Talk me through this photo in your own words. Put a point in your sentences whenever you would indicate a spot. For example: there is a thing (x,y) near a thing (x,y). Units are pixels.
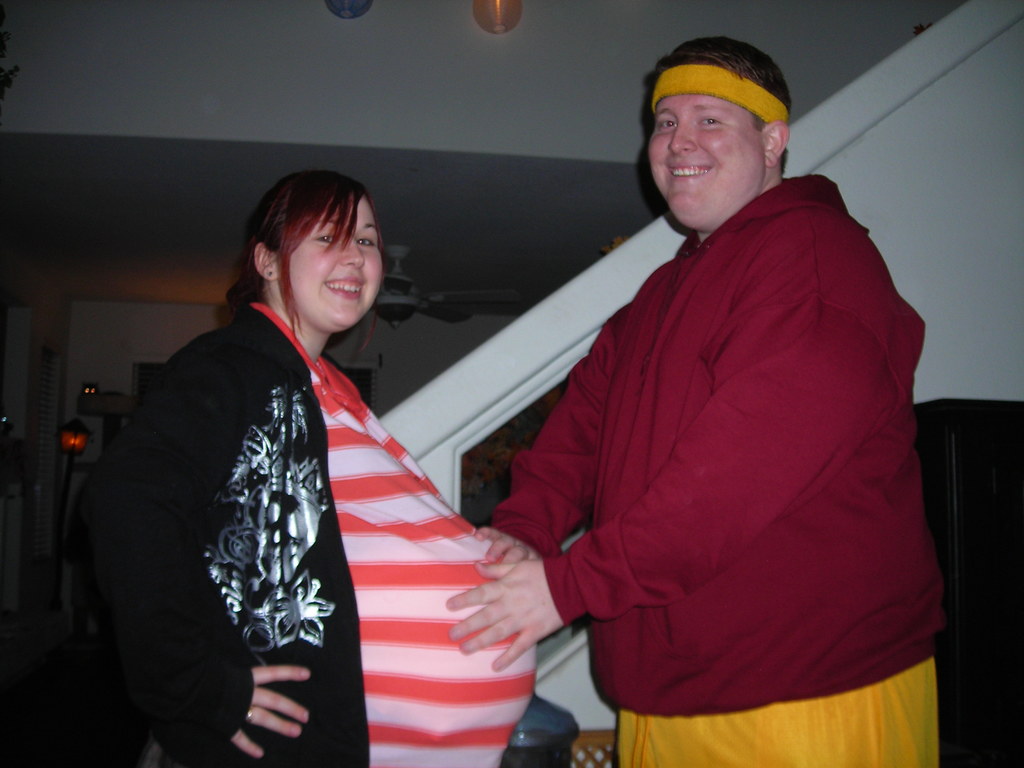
In the center of the picture (355,282) there is a woman (295,363) and a man (837,578), they are smiling. The picture is taken in a house (518,315). In the background (476,397) there is staircase (607,276), fan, lamp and other objects (333,5).
